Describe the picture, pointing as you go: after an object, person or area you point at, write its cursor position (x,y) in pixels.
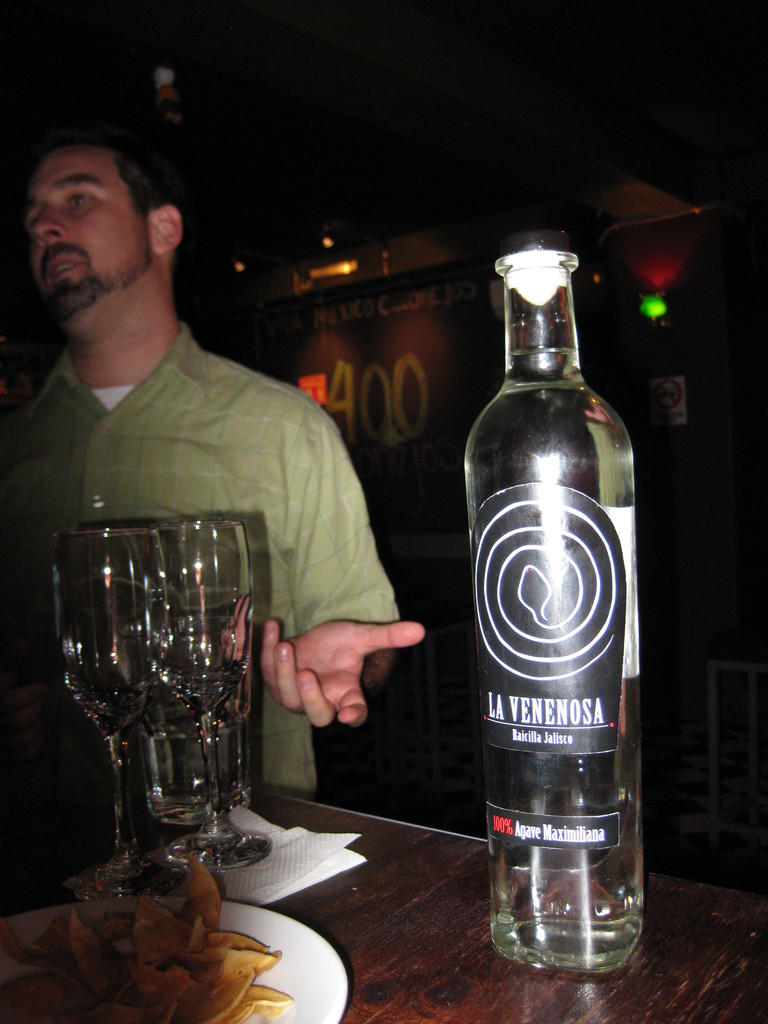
In this picture we can see a man (161,485) who is in green color shirt (265,539). This is the table (425,913), on the table (421,964) there is a bottle (551,760), glasses (213,655), and a plate (296,997). On the background (651,301) there is a green color light (648,312).
